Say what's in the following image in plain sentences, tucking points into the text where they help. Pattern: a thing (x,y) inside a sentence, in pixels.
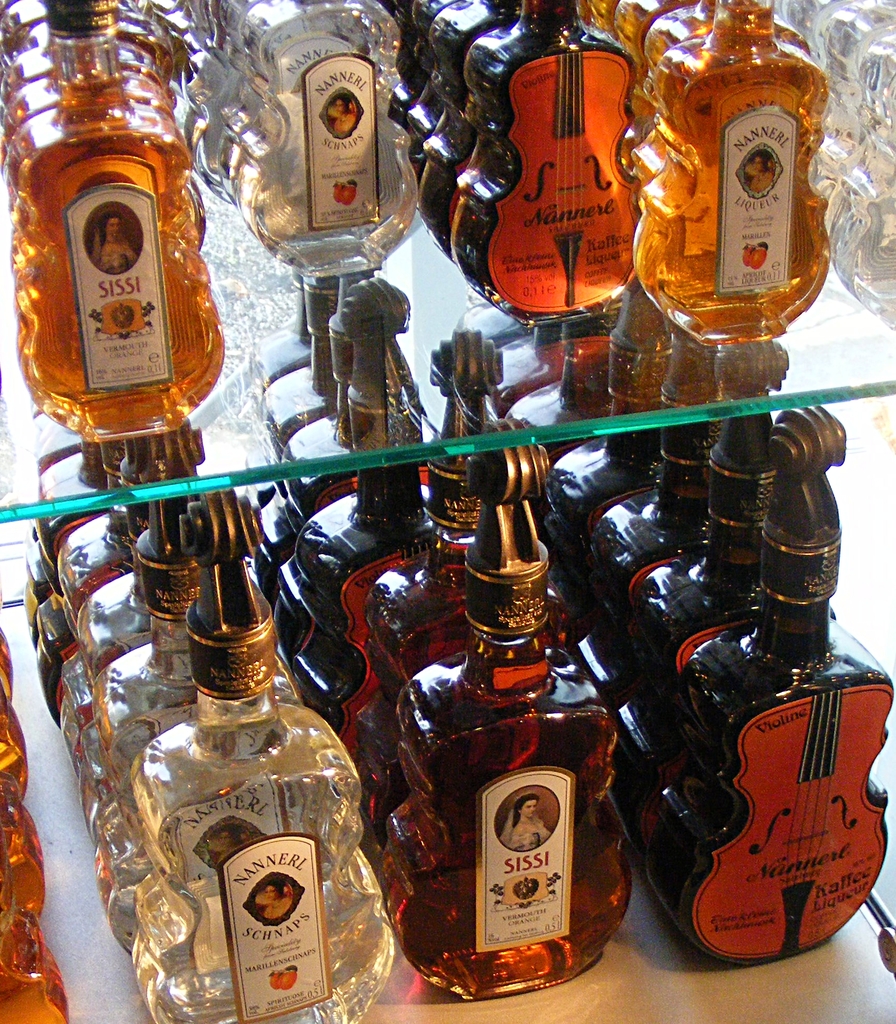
In this picture there are violin shaped glass bottles (514,667) kept one above the other of different colors and shapes.
